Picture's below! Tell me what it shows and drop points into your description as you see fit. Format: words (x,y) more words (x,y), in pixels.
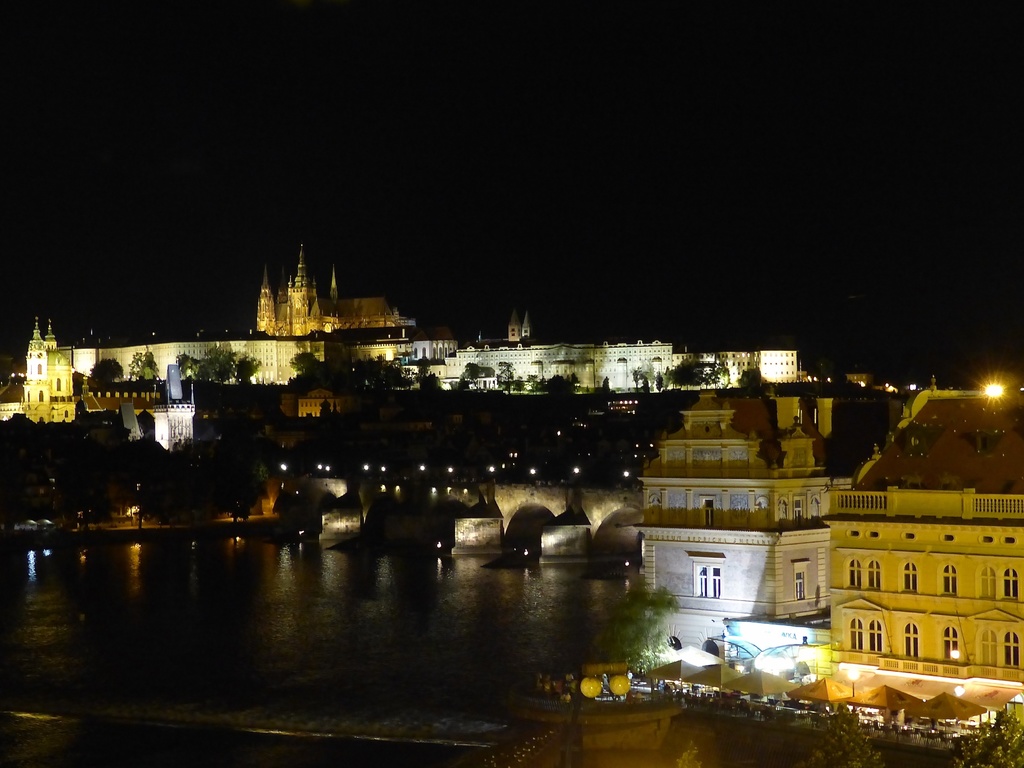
This image is clicked outside. There are buildings (742,542) in the middle (412,351). There is water (192,655) at the bottom (192,655). There are trees (840,737) in the middle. There is sky (469,249) at the top (469,249).
